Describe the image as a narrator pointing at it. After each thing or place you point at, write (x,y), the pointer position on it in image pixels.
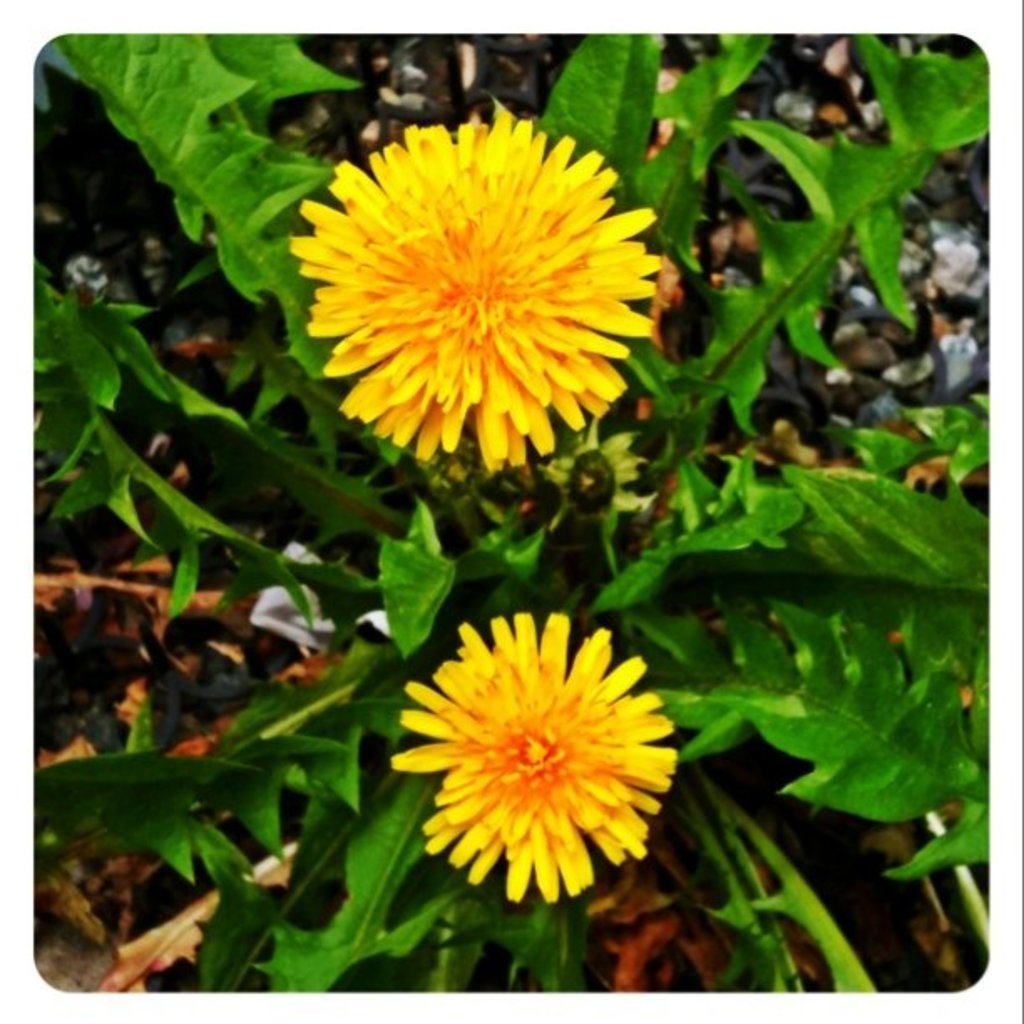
In this image we can see flowers (495,315), bud (609,497), and leaves (898,600).
